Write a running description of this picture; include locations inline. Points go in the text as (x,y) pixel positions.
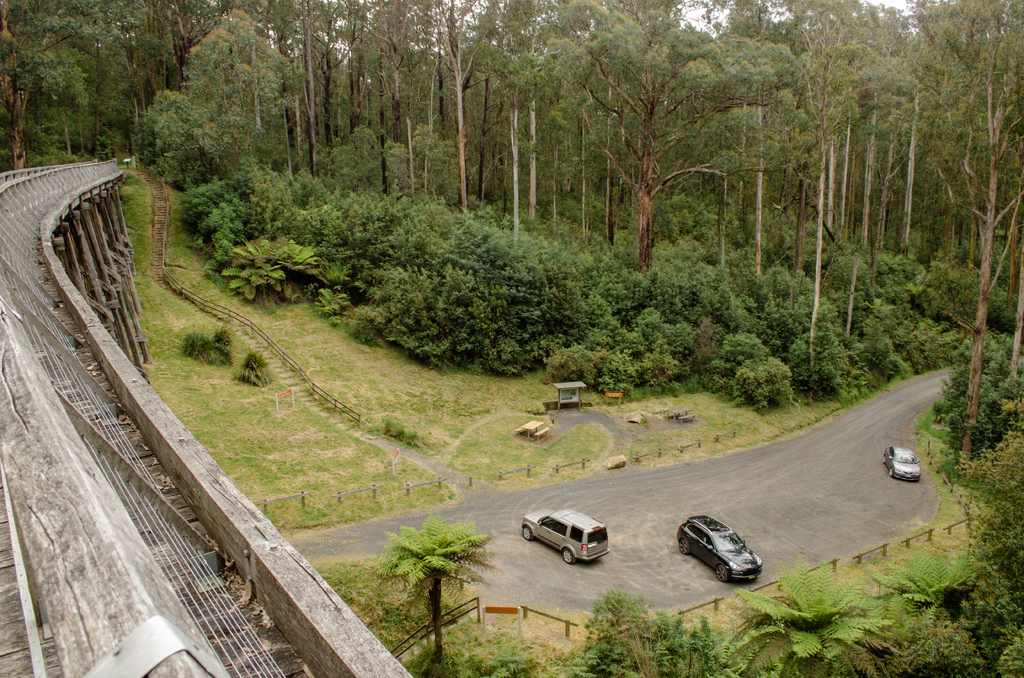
On the left side of the image (78,391) there is a bridge (80,440). At the bottom (536,583) there are cars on the road (755,585) and we can see a fence (771,581). In the background (413,76) there are trees (70,135), stairs (328,413) and sky (703,20).
